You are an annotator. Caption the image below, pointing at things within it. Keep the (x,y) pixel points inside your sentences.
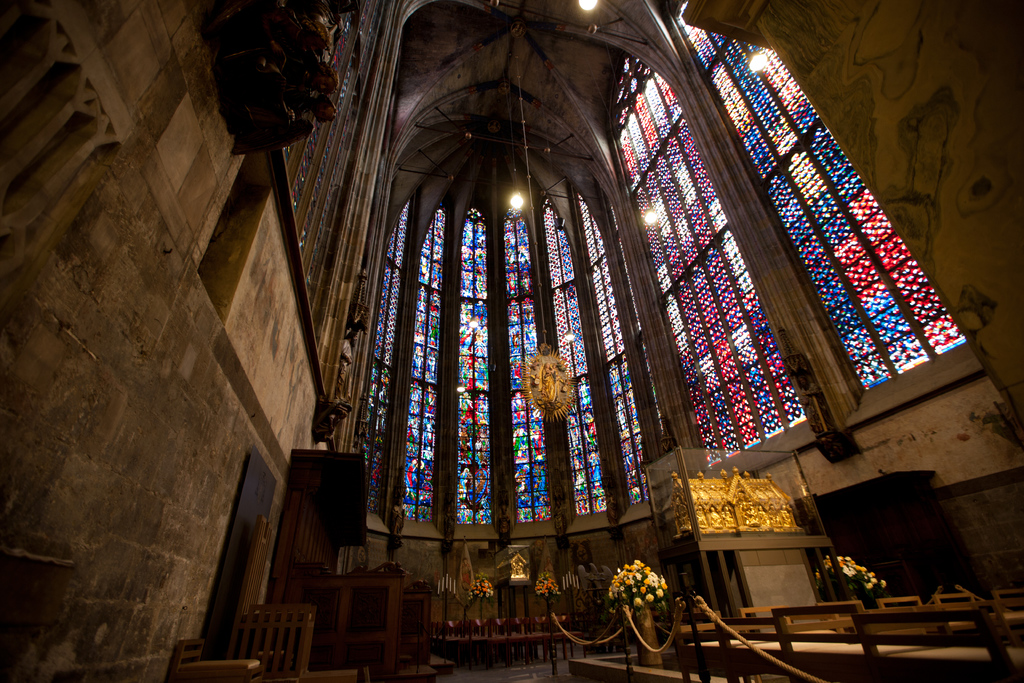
This picture is taken inside the building (492,476). In this image, on the right side (746,501), we can see a glass box (751,530), in the glass box (685,527), we can see some object (742,487) in it. On the right side (803,627), we can see some tables (858,637), chairs (786,626) and rope (701,608), flower pot (642,611), plant (625,585), flowers (644,591). On the left side (276,515), we can also see a wall (199,590), chairs (244,622). In the background (394,673), we can also see some flowers (543,588), wood object (381,570). In the background (719,272), we can see a glass window (749,284). At the top (571,115), we can see a roof (571,115) with few lights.
